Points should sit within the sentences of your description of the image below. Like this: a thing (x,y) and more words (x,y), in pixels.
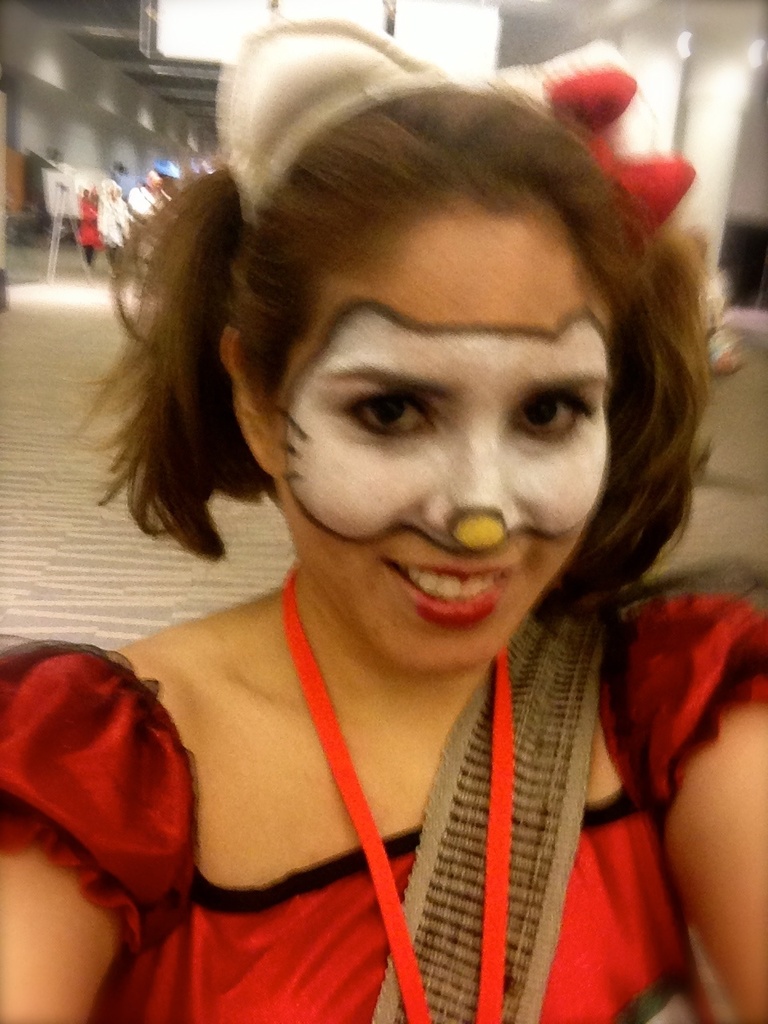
In the image we can see there is a woman (412,497) and she painted her face (344,439). She is wearing red colour dress (590,887) and behind there are other people (92,197) standing on the floor (70,275).
